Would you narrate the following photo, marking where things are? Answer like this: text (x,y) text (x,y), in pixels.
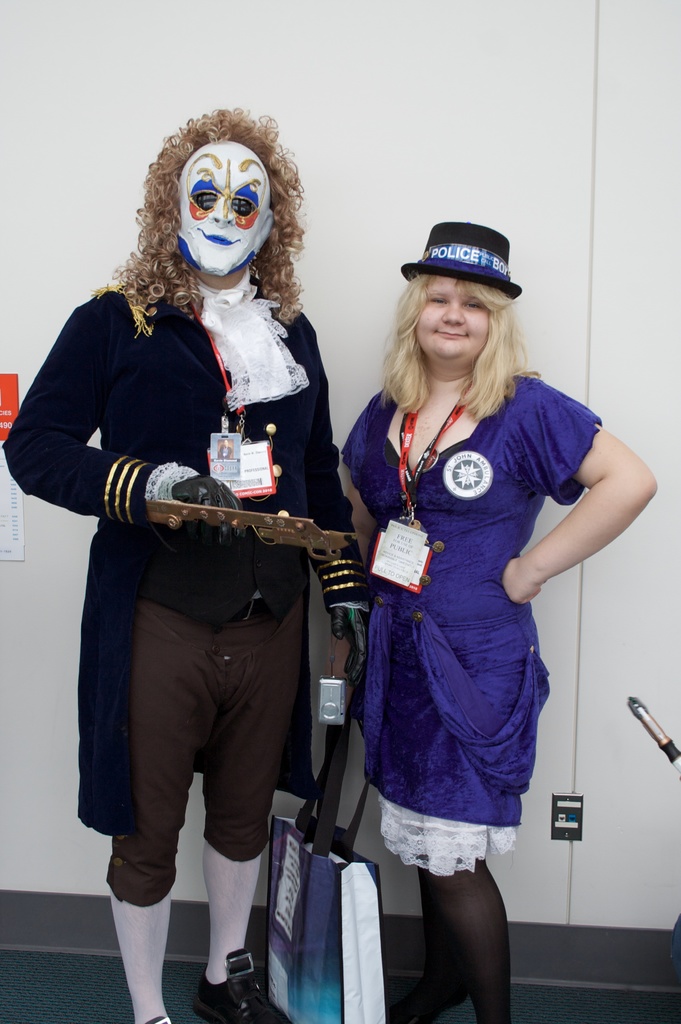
In this image I see a person (220,369) who is wearing a mask (205,160) and I see a woman (525,724) over here who is wearing blue dress (582,445) and wearing a hat (493,286) on her head (465,368) and I see that this person (182,577) is holding a thing (307,534) in hand (228,500) and I see the bag (314,830) over here and I see the floor (50,1005). In the background (32,800) I see the white wall (32,800).
